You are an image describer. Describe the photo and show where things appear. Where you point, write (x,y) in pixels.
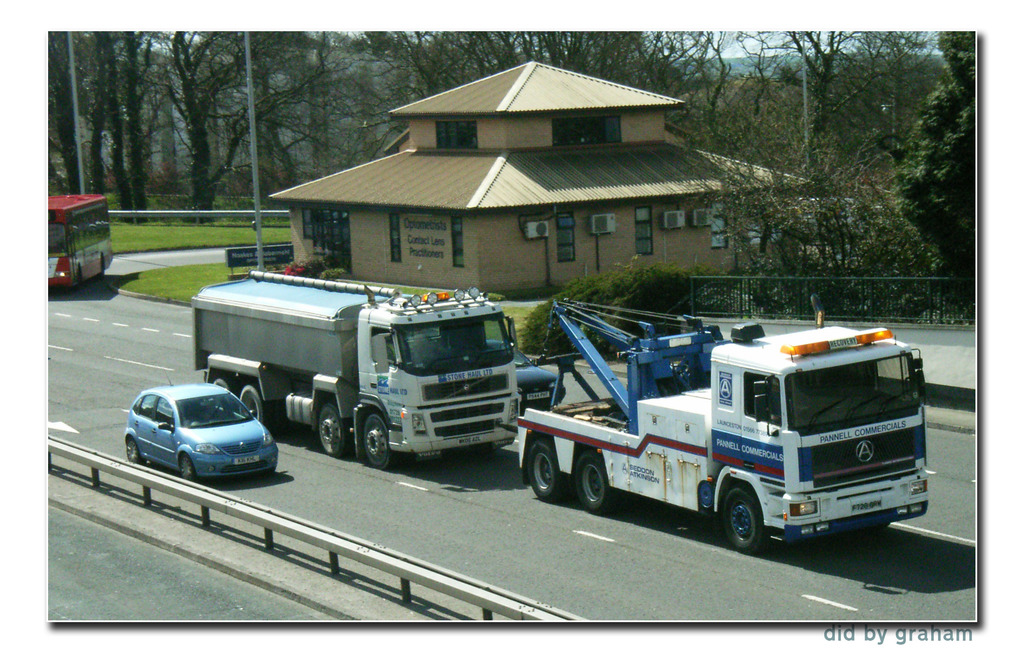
This is a photo. In the center of the image (517,285) we can see a house (512,235), boards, text (445,226), air conditioners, windows (397,238). In the background of the image (867,181) we can see the trees (947,201), poles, grilles (868,303), grass (205,232), vehicles (278,393), road (640,590). At the bottom of the image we can see the railing (488,598). At the top of the image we can see the sky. In the bottom right corner (951,633) we can see the text (918,638).
